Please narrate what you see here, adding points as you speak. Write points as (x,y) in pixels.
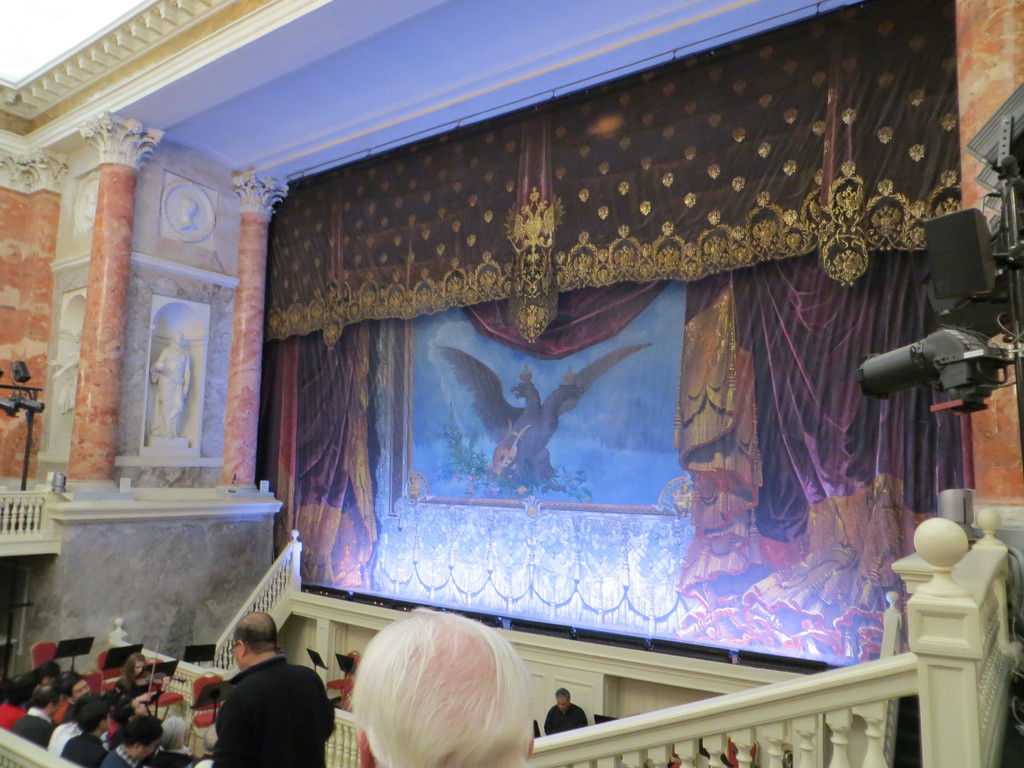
In this image I can see people (142,739). In the background (353,396) I can see stairs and some art design (656,398) on clothes (670,351).
